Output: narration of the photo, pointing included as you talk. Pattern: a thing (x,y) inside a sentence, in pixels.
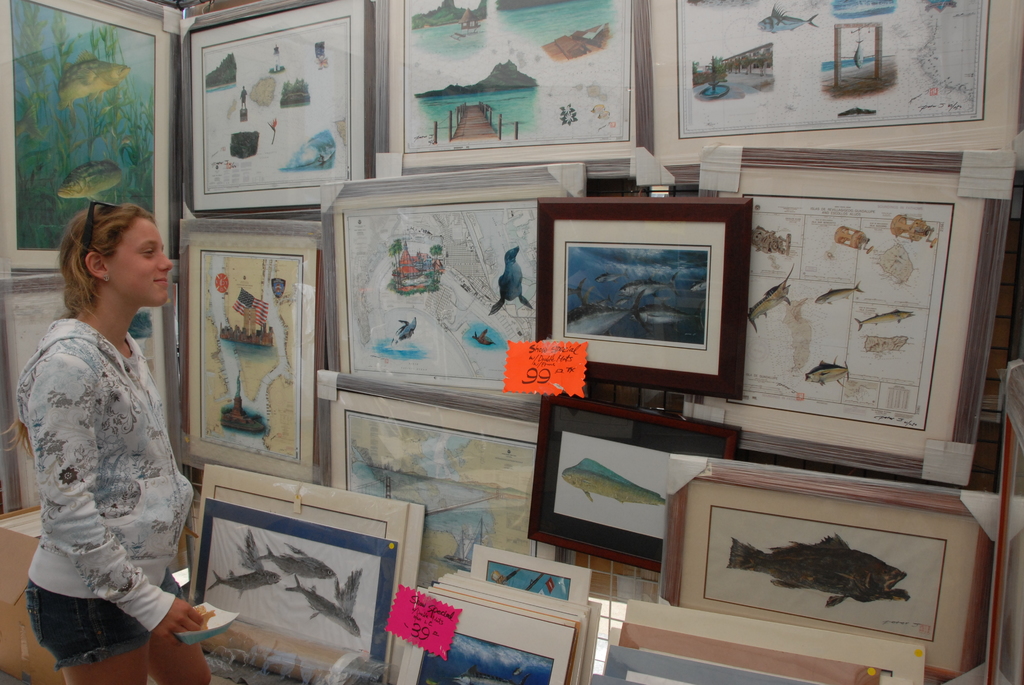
In this picture we can see a woman (103,514), here we can see photo frames (208,446), stickers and some objects (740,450).
